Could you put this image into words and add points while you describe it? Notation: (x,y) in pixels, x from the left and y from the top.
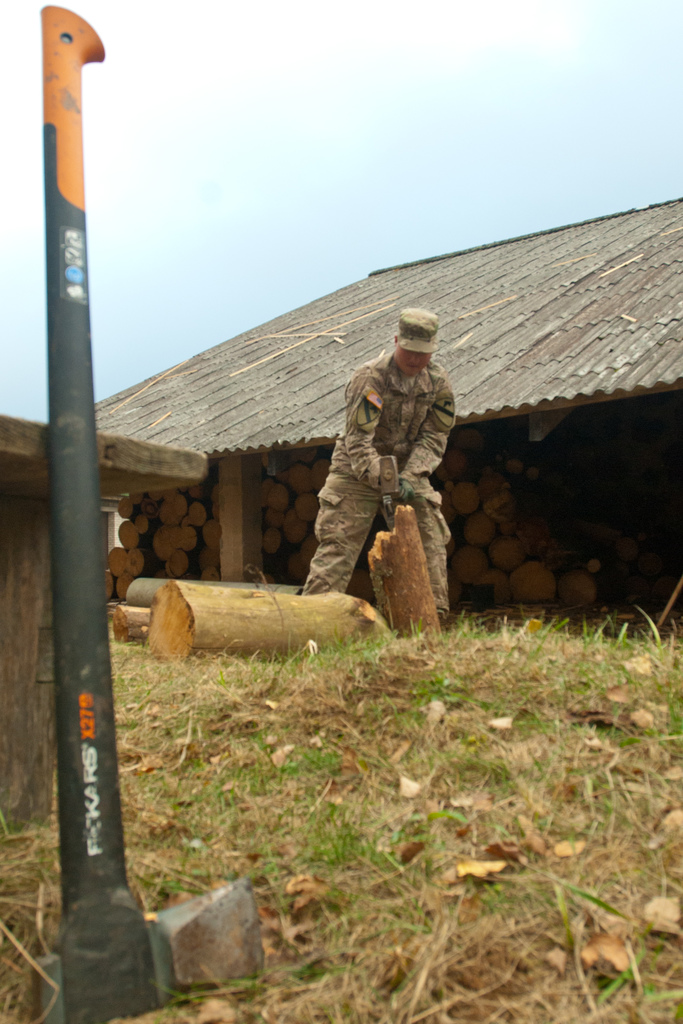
In the center of the image (323,491) there is a person (402,412) cutting the wooden logs (379,547). At the bottom of the image (400,925) there is grass (403,913) on the surface (469,801). On the left side of the image (94,871) there is some object (86,600). In the background of the image (524,316) there is a shed (630,401). There are wooden logs (496,481) and there is sky (397,153).
